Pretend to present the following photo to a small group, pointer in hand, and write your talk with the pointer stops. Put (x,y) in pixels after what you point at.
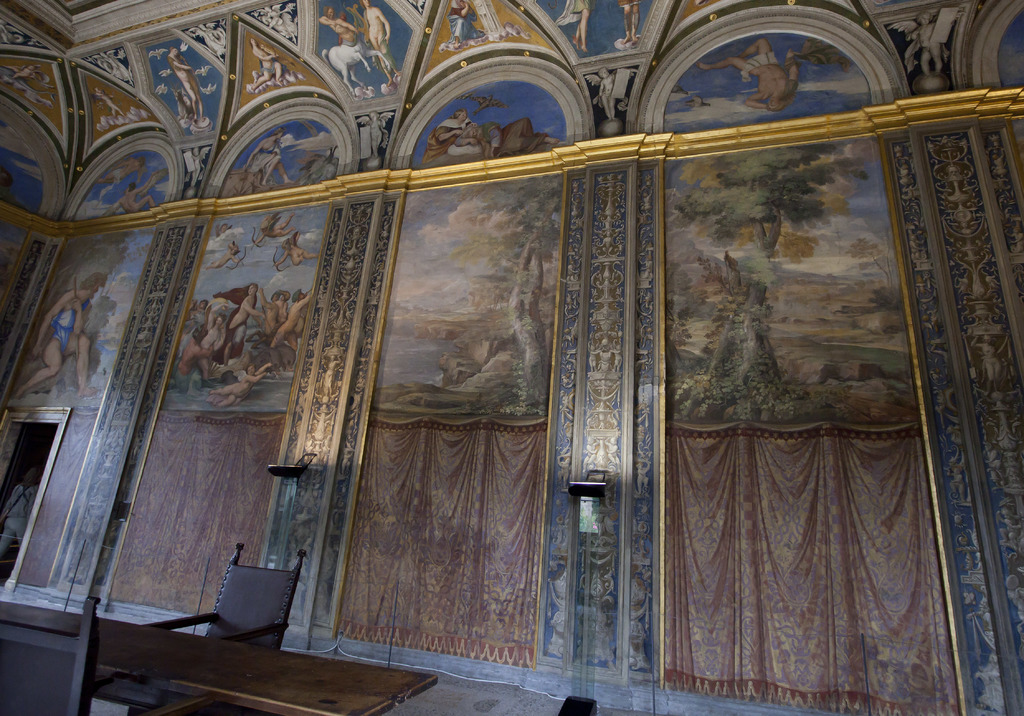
In this image, we can see paintings (436,396) on the wall (575,408). Here we can see few objects (281,501). On the left side (50,698) bottom, there is a table (325,695) and chairs (221,621). Here we can see a person (23,504).
